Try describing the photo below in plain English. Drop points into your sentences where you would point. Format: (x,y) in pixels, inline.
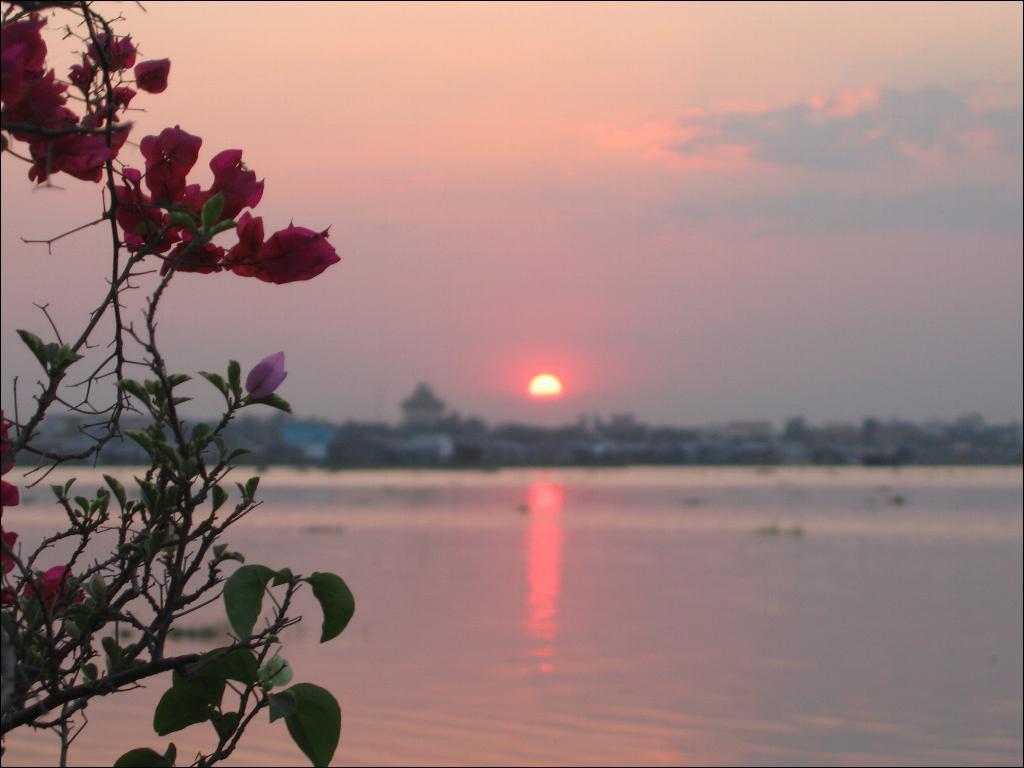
In this image there is a water surface (464,515), in the background (476,426) there are buildings (542,438) and the sky (625,375) in that sky (575,337) there is sun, on the left side (136,760) there are flower plants (72,649).
